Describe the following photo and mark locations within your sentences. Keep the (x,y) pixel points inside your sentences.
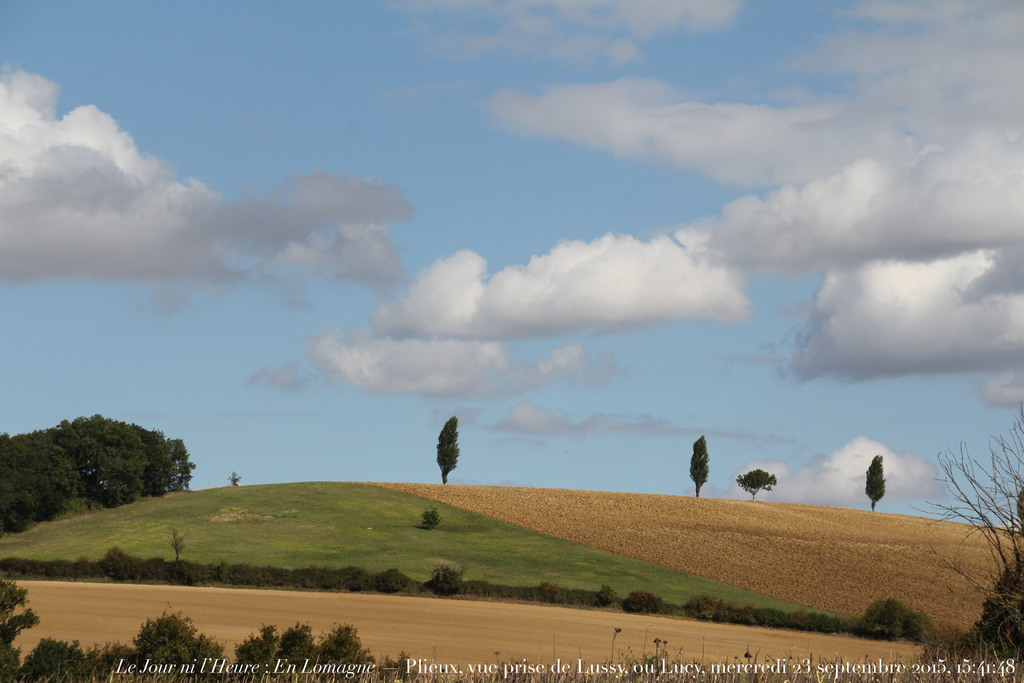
In this image there are trees (113,654) and mud (430,599) at the bottom (249,668). There are trees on the left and right corner. There is green grass (365,562), small plants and trees (440,474) in the background (708,587). And there is sky (586,59) at the top (451,88).
